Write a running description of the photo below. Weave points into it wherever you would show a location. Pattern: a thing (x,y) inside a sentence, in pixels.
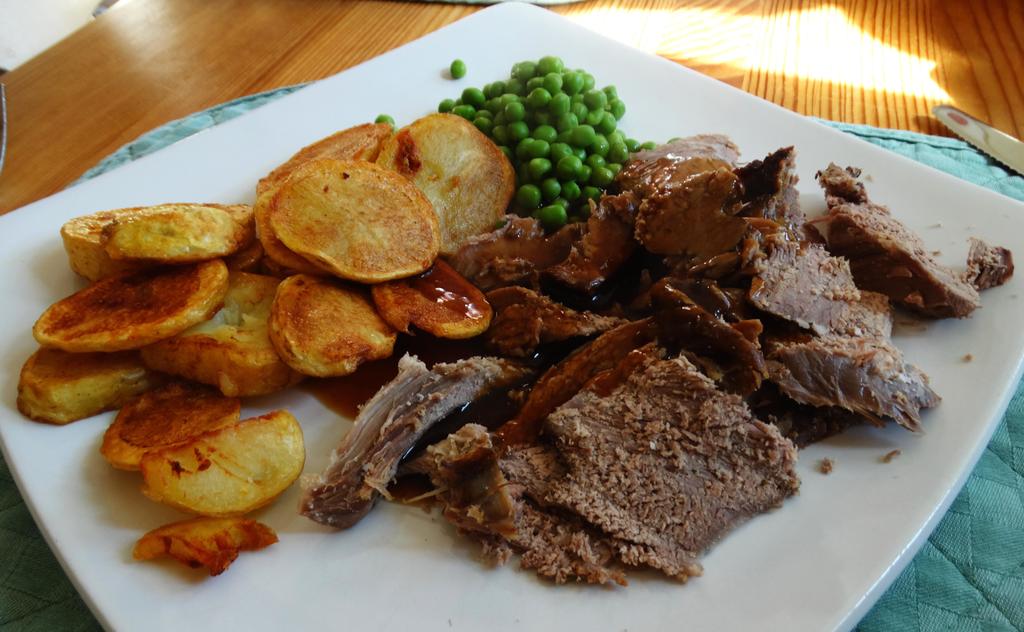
In the center of the image (418,325) there are food items (374,444) in a plate (229,620). At the top of the image (870,67) there is table (83,95). There is a green color cloth (942,579).
